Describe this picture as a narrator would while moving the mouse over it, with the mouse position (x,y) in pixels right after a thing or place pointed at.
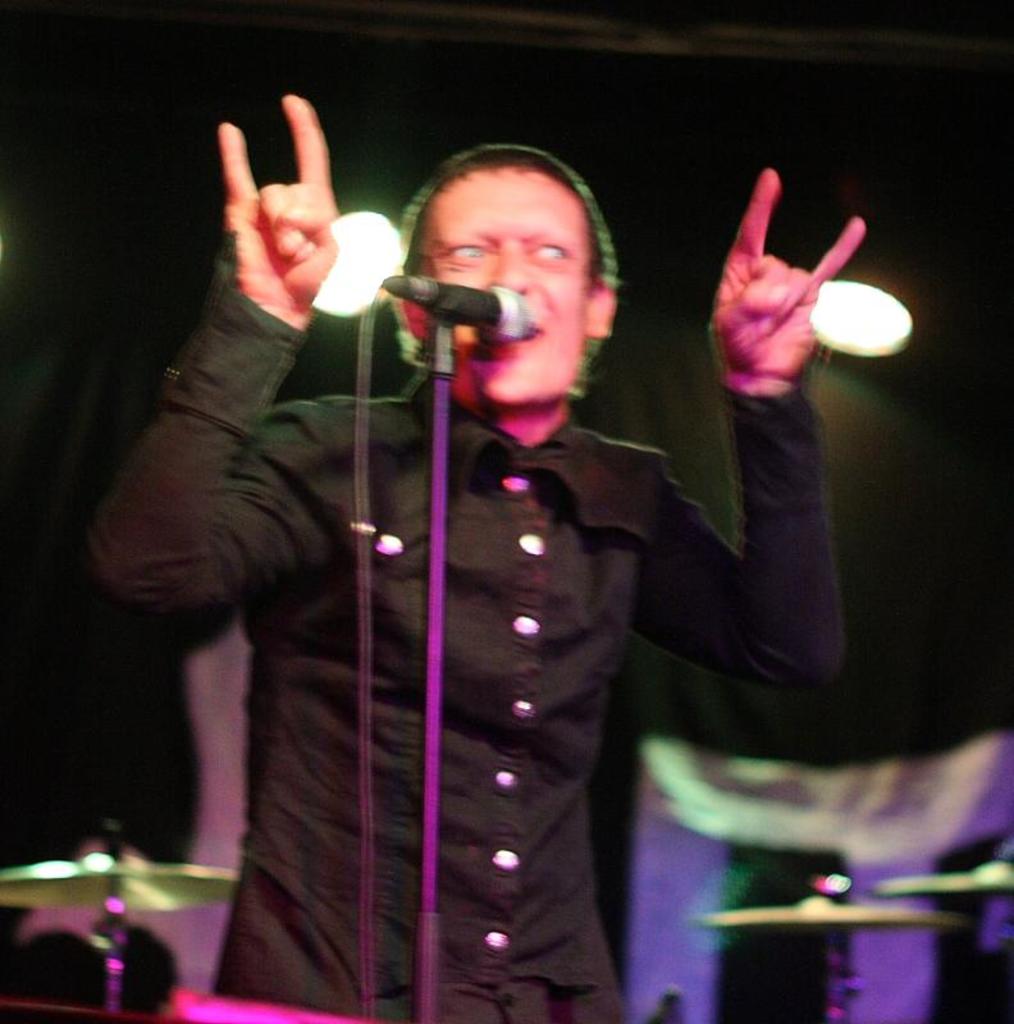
In this picture there is a person (541,208) who is standing at the center of the image (344,450), he is singing in the mic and there are spotlights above the area of the image and there is drum set (906,895) at the right (809,985) and left side of the image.
